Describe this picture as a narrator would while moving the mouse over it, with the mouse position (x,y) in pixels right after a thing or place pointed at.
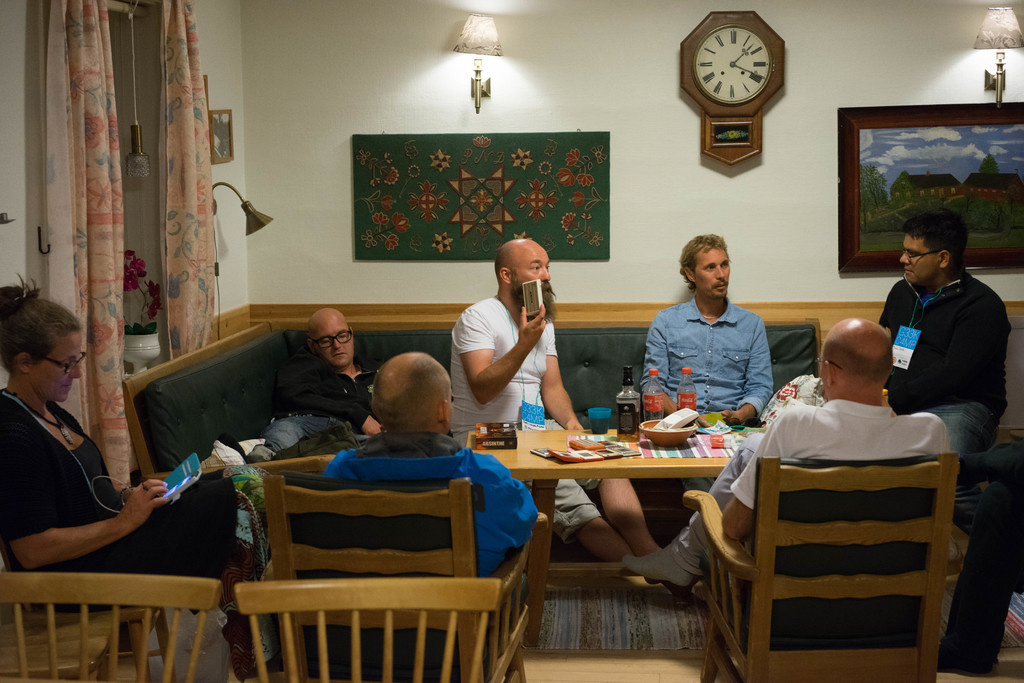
In the image we can see there are people (731,329) who are sitting on sofa (622,357) and on table (528,443) there are wine bottle (631,390), juice bottles (648,397) and food items (512,446).
